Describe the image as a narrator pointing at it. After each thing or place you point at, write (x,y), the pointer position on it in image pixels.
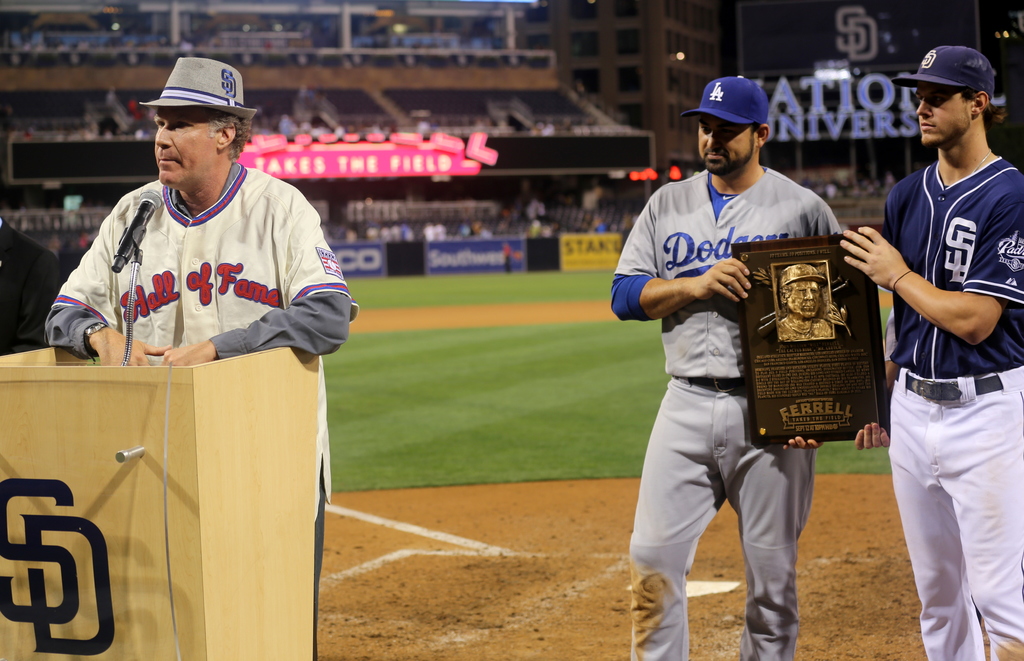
In this image I can see two persons (685,404) holding a memento (804,378). On the left side (300,219) I can see a person (246,272) standing in front of the podium (239,401). I can see a mic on the podium (154,383). In the background (389,111) it is looking like a stadium (485,156).
